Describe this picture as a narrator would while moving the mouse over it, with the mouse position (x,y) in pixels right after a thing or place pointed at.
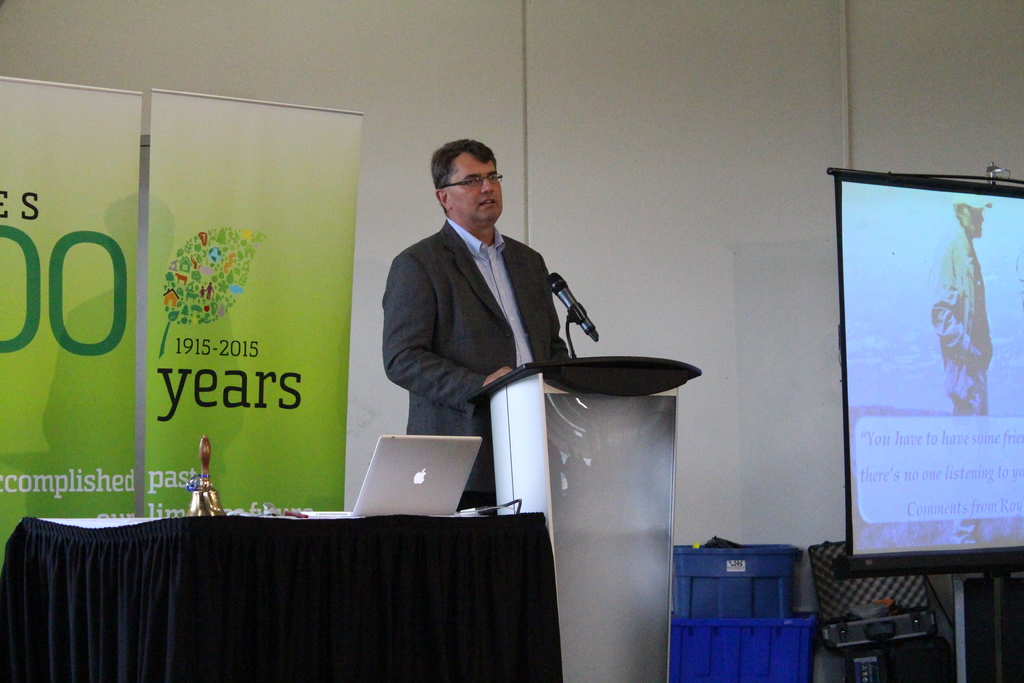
In this image there is a person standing in front of the dais (599,499). On top of the dais (582,364) there is a mike (567,297). On the left side of the image (107,561) there is a table (326,567). On top of it there is a laptop (377,508) and a few other objects (310,514). There are banners (135,249). In the background of the image (457,123) there is a wall (654,99). On the right side of the image (936,519) there is a screen (983,408). Beside the screen (905,456) there are baskets (762,645) and a few other objects (885,624).
